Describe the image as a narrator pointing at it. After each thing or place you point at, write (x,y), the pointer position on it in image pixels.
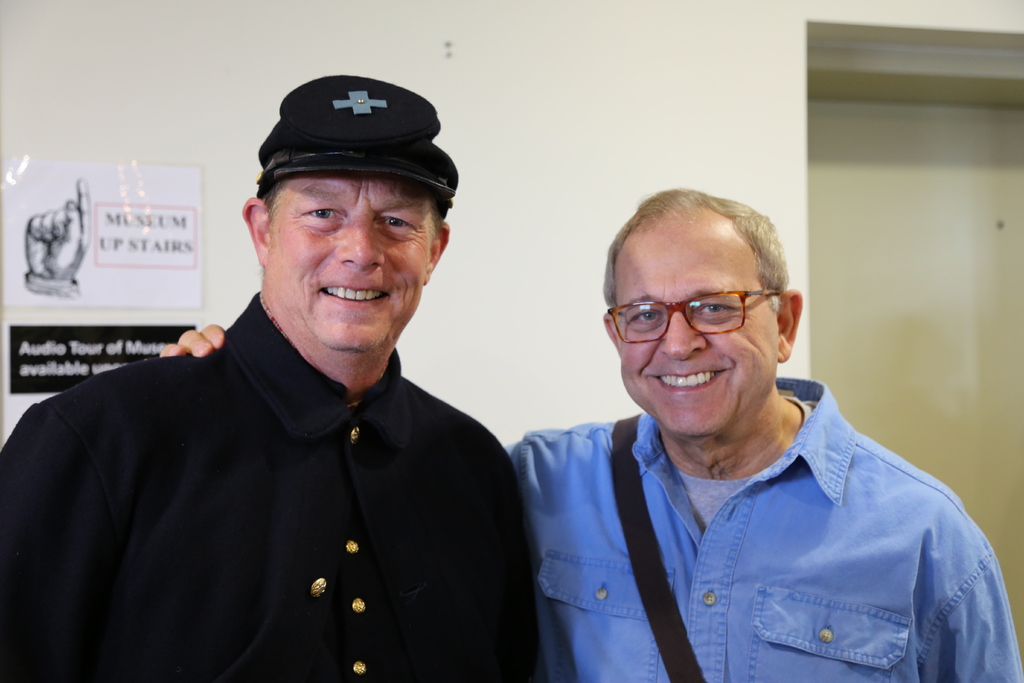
In this picture we can see there are two people (386,410) standing and smiling. Behind the people (366,445) there is a wall (542,91) with a poster (103,222) and a board (63,347).
